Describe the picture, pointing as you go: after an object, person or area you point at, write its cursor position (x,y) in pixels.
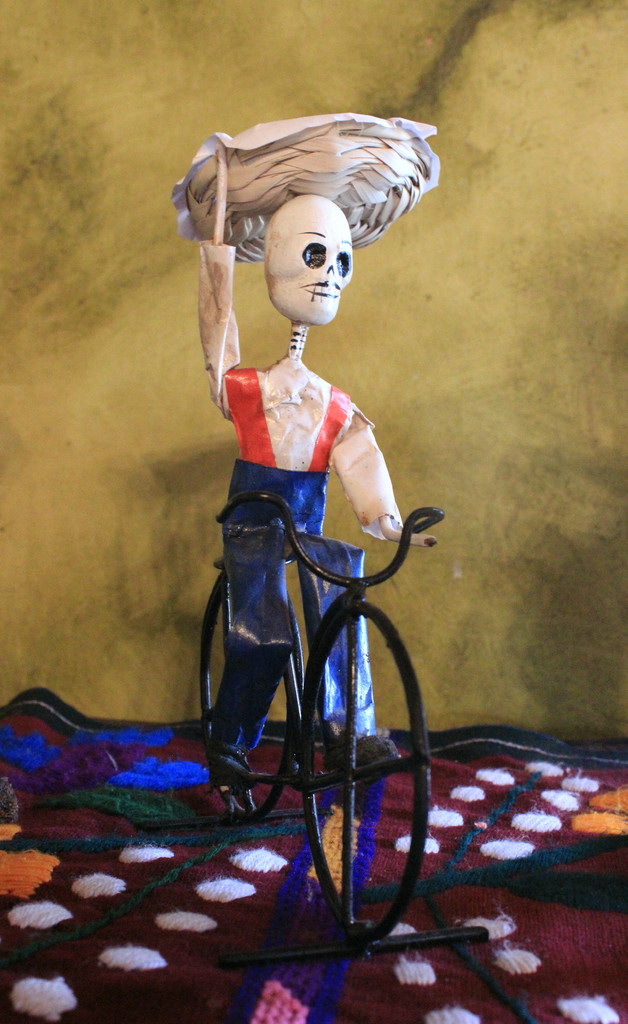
To the bottom of the image (467,818) there is a maroon cloth (134,786) with embroidery work (123,755) on it. And in the middle of cloth (164,883) there is a black toy cycle (320,787) with a toy (292,425) is sitting on it. In the background (116,486) there is a wall (467,253).
